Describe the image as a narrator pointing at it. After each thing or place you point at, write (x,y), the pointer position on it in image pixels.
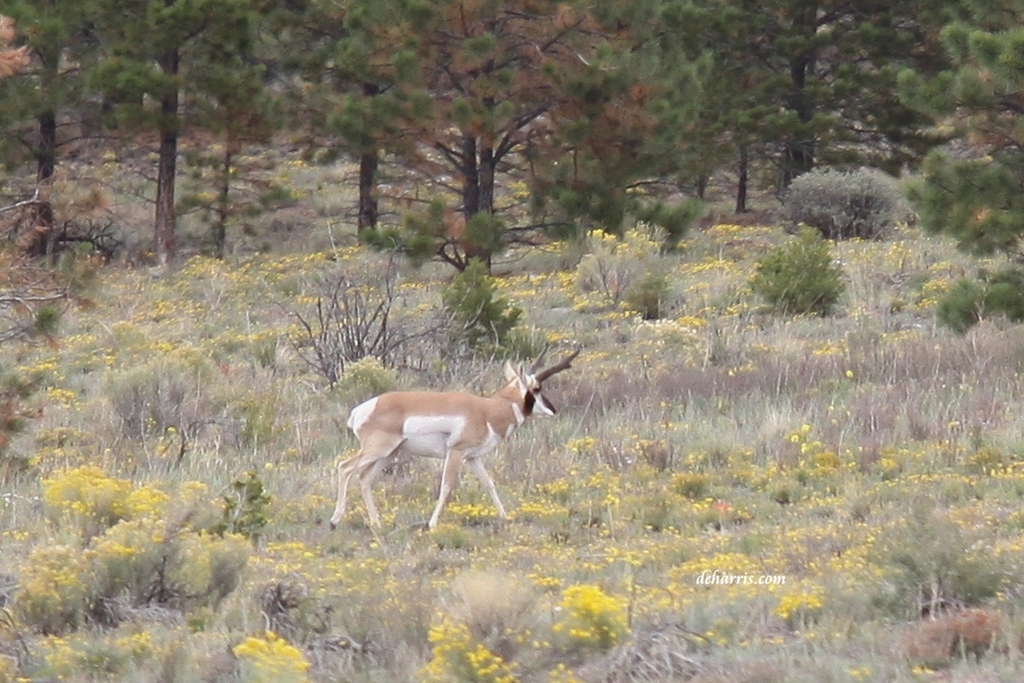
In the image there is a pronghorn (406,445) standing on the grassland (511,504) with plants (821,368) and trees (32,303) in the background (400,159).
